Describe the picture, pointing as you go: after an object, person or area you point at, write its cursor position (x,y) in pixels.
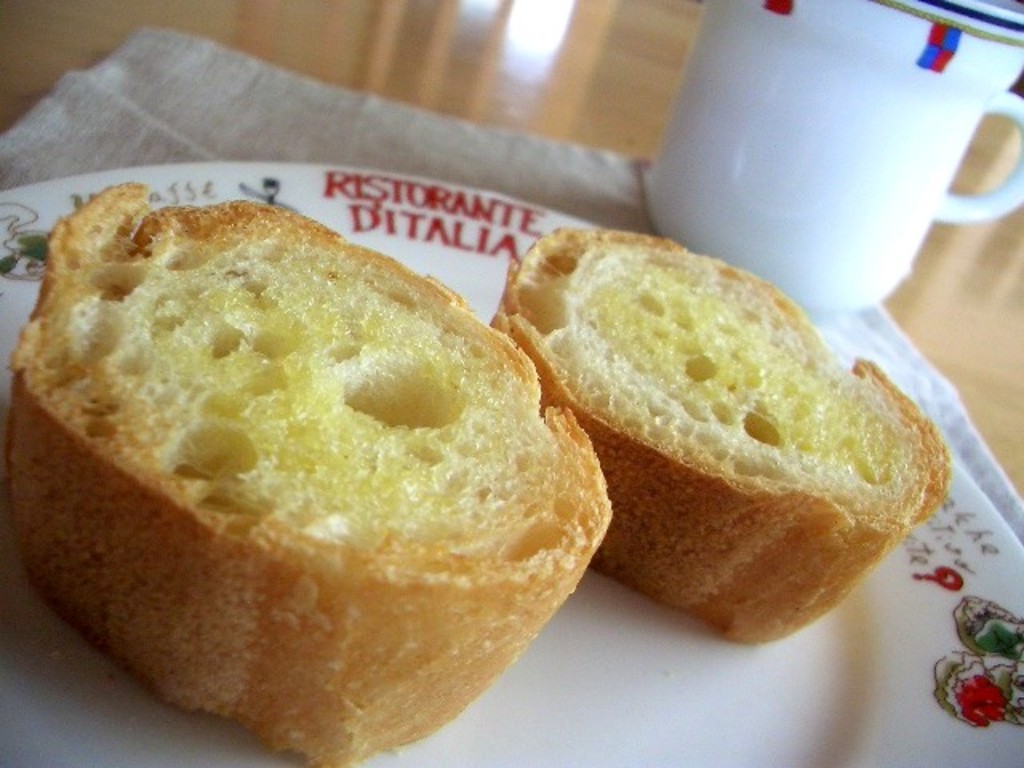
In this picture we can see food (688,466) in the plate (494,306), beside to the plate (490,297) we can find a cup (818,149).
